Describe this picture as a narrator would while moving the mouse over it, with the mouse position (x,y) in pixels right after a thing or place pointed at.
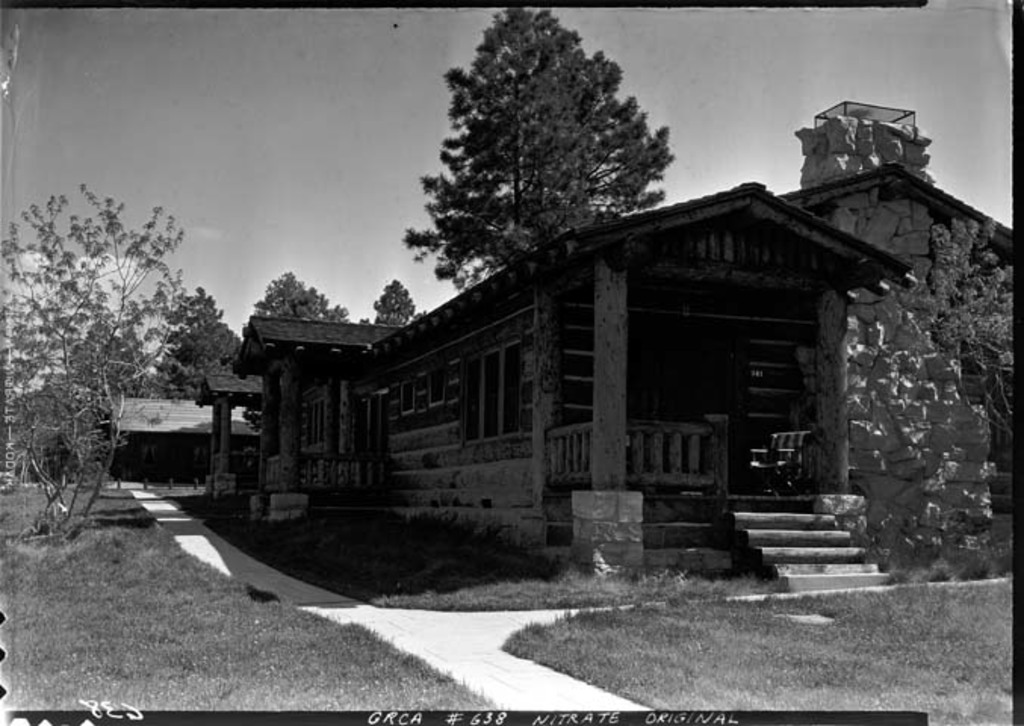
There is an old photograph (428,396) in this image, in this photograph (289,595) there is a house (299,488) and trees (56,404) and there is grass (93,647) on the surface (386,521).
